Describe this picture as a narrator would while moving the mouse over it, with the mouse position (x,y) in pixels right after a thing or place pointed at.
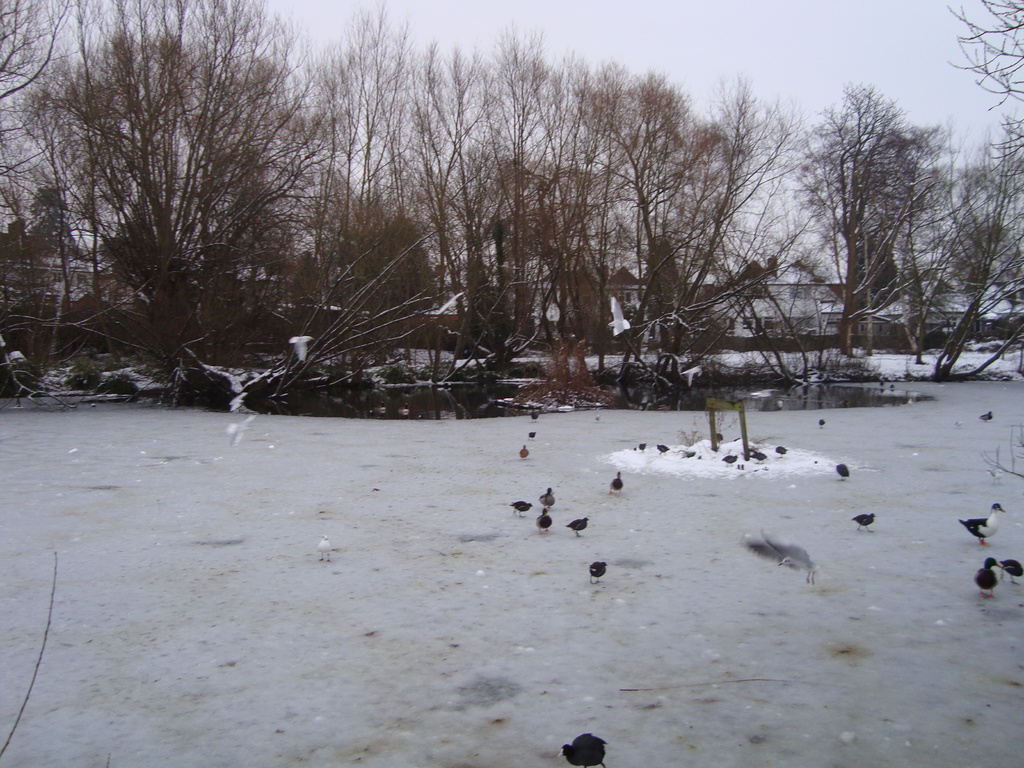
In the image in the center (674,297), we can see the sky (662,11), clouds (671,2), trees (966,287), birds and snow (776,643).
